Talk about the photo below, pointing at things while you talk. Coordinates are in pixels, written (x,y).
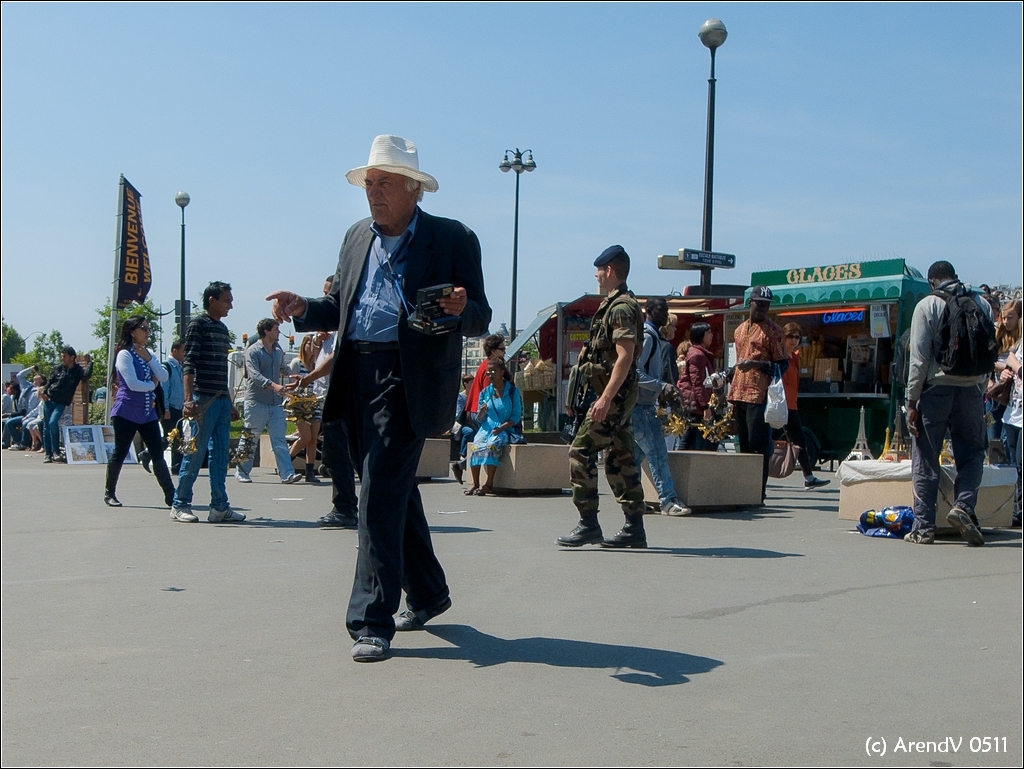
In this image few people (666,378) are walking on the road (479,583) and few people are sitting on the bench (495,478). At the back side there are street lights (705,290). At the back side (743,303) there are few shops (843,288). At the background (91,339) there are trees (129,310) and sky (210,75).
